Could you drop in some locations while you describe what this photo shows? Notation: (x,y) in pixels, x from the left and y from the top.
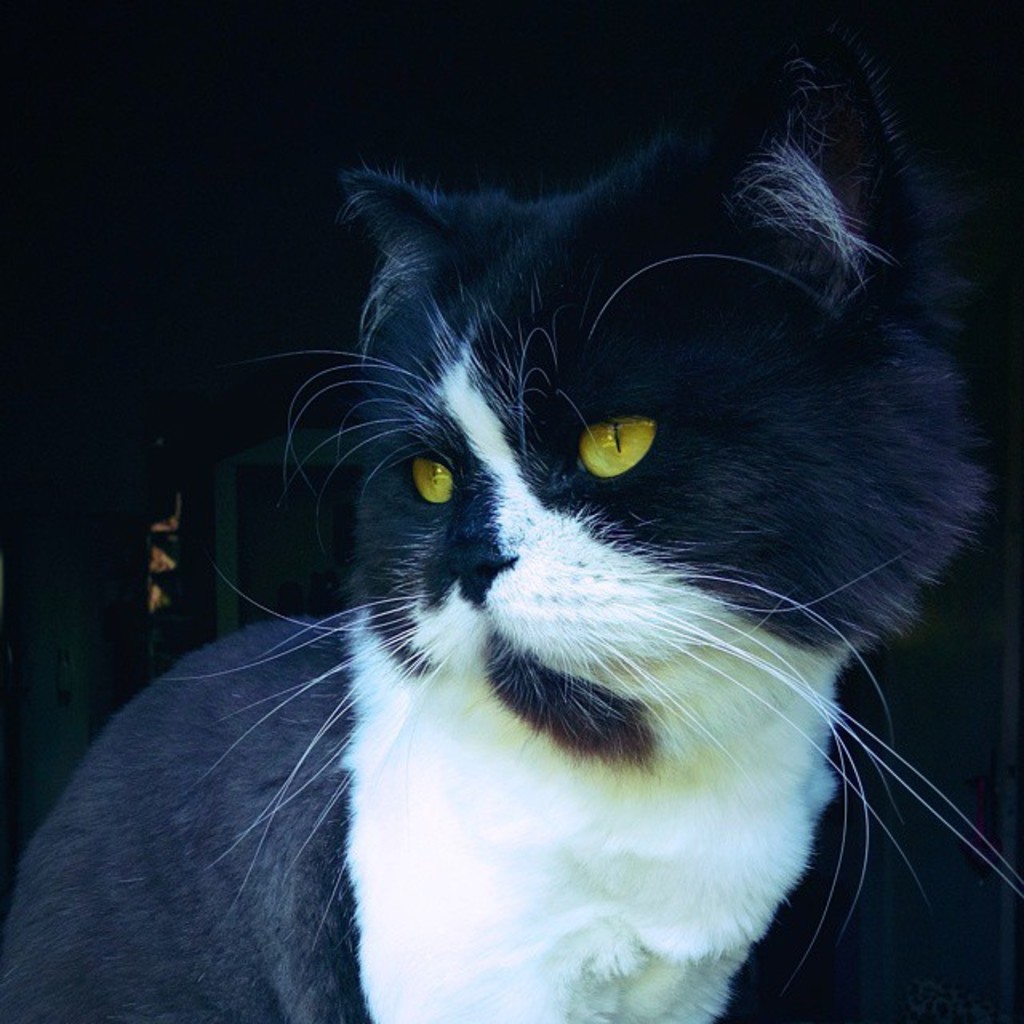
In this image I can see the cat (384,679) in white and black color and I can see the dark background (48,16).
